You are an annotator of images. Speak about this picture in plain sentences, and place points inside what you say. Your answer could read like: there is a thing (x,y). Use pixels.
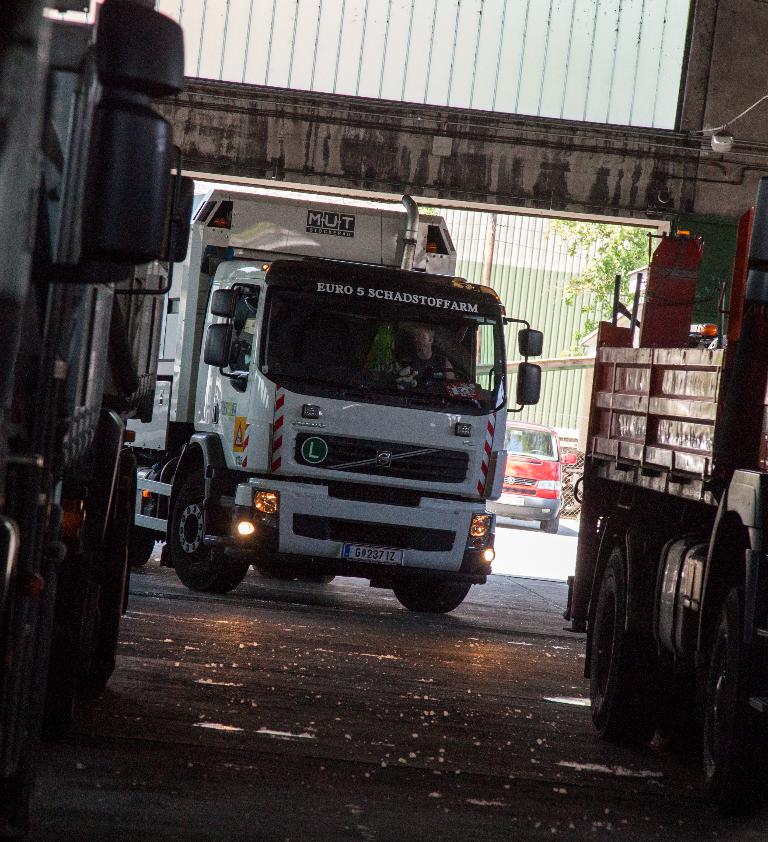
In this image there is one truck (319,463) in middle of this image (340,462) which is in white color. There is one other truck (93,294) at left side of this image (86,381) and other (693,461) is at right side of this image (678,506) and there is one red van (534,474) at right side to this white colored truck (444,467) and there is a building (553,310) at out side to this shelter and there is a tree (587,274) at right side of this image (610,257).
